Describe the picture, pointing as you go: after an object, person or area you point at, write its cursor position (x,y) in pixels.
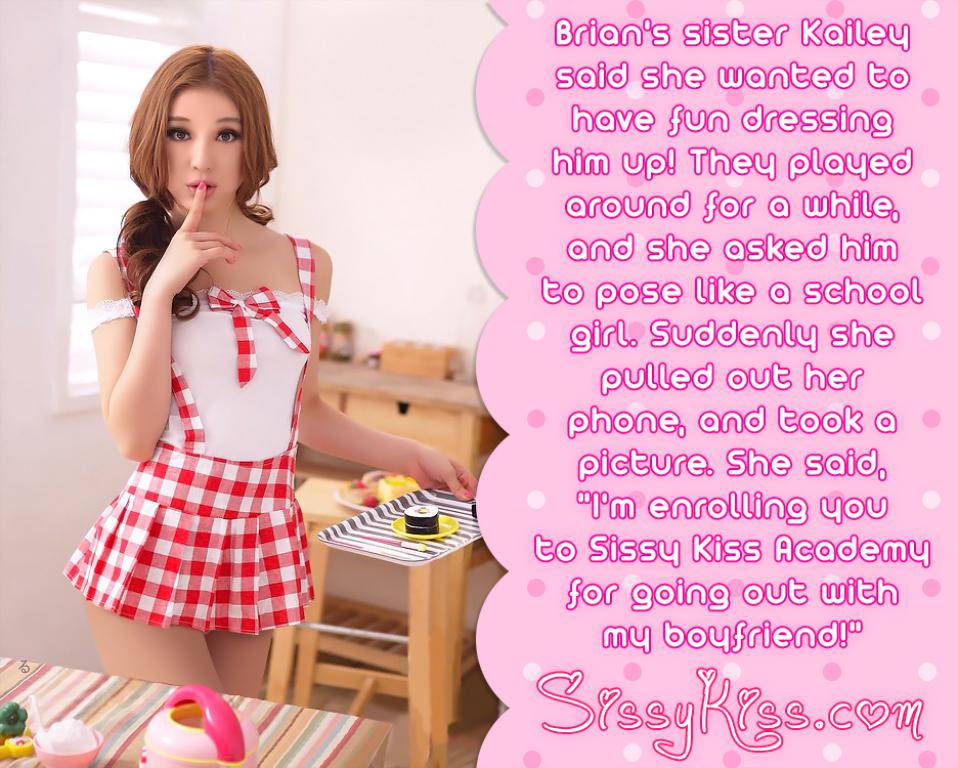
In this image there is a picture (227,391) of a woman (232,494) holding the tray (472,524) in her hand (439,488), beside the woman (288,534) there is some text (626,283), in front of the woman (246,524) there are some objects (156,728) on the table (286,727), behind the woman (304,411) there is a wooden stool (343,611) and a table (371,397), on the table (395,404) there are some objects (341,349), in the background of the image (213,10) there is a window (86,274) on the wall (353,83).
